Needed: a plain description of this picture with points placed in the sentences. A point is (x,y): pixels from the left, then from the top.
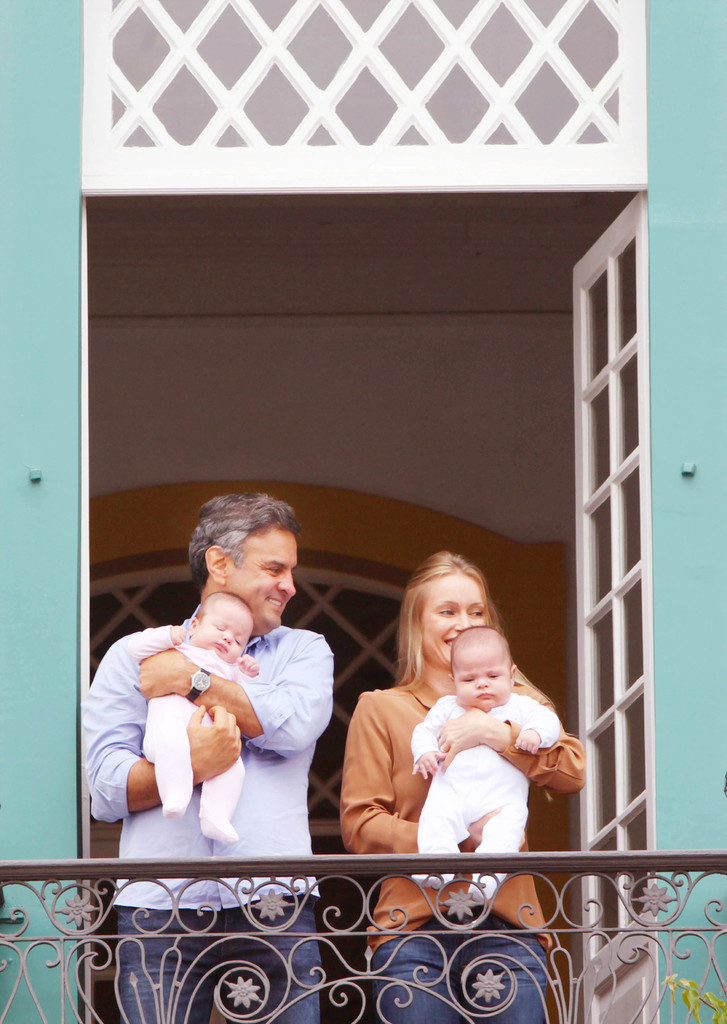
In this image, we can see a woman (444,739) and man (307,813) are carrying babies (451,798) and smiling. At the bottom (33,997), we can see railing (33,997). Here we can see walls (206,430), door (624,670) and glass object (639,621).
